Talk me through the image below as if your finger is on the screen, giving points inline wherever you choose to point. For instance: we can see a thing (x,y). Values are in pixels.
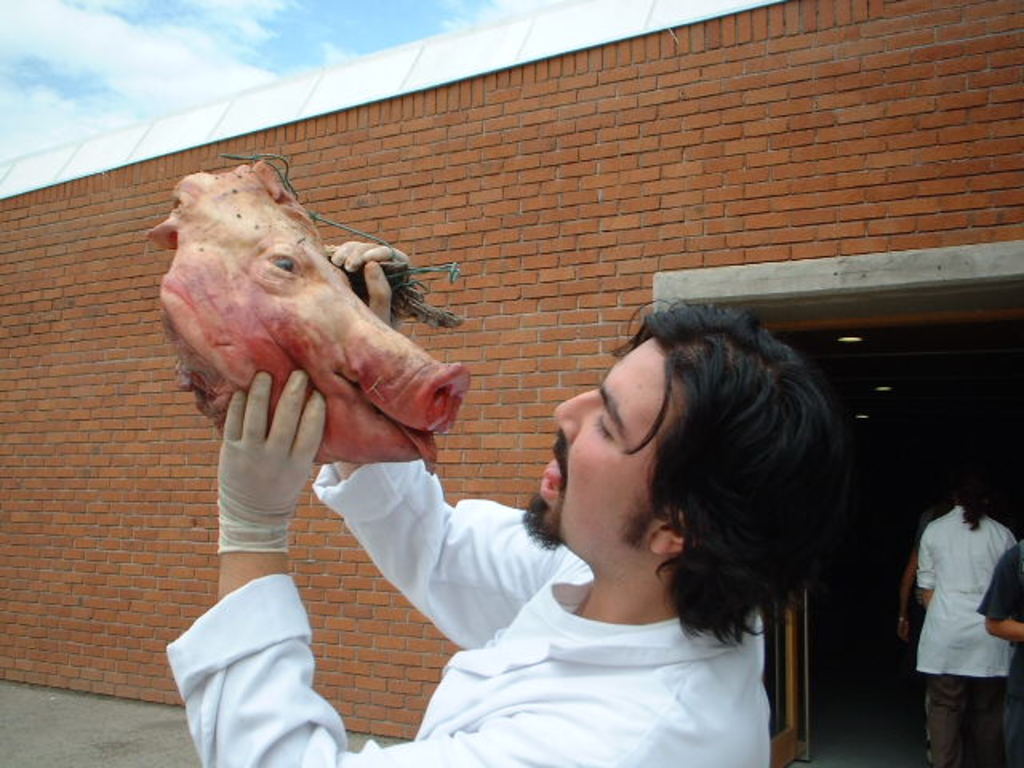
In this image there is chef (687,454) he is wearing white suit (536,683) he is holding a pig head (314,313) in his hands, in the background (799,70) there is brick wall (837,225), right side of brick wall (738,253) there is a door (792,722) few persons (1000,694) are entering into the door (907,484) and in top (151,47) there is blue sky (237,47).
